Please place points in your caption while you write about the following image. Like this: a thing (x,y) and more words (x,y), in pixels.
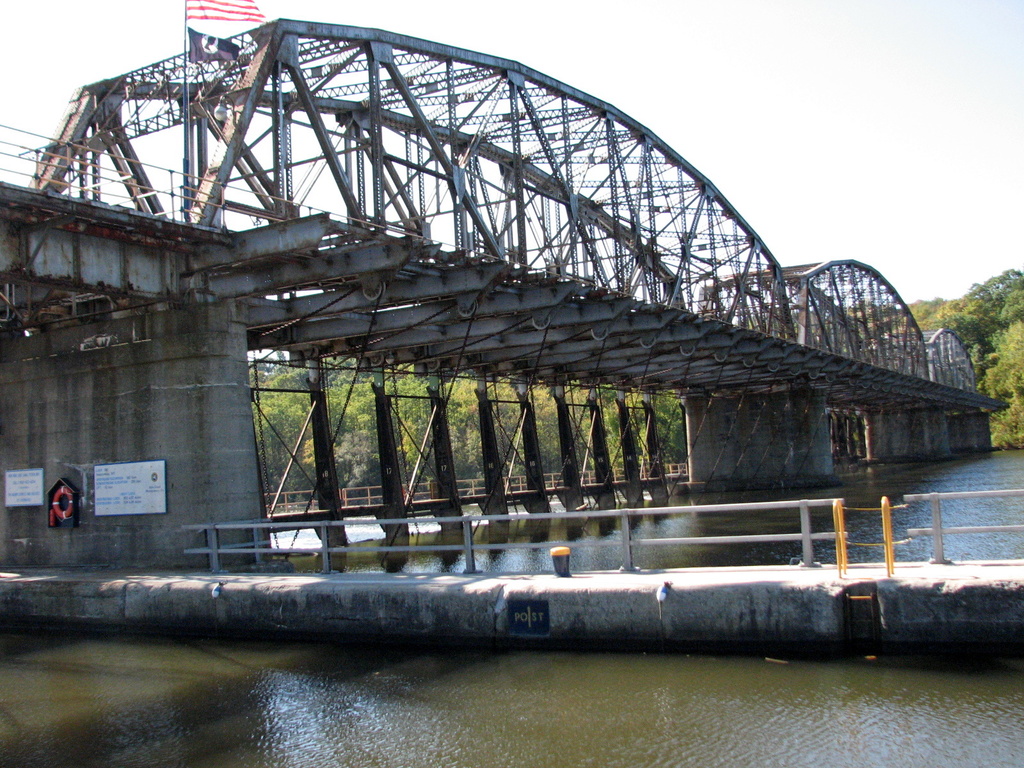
In this image we can see a metal bridge (685,459) placed in water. In the foreground of the image (278,545) we can see a metal barricade (246,550). In the background (1016,357), we can see a group of trees (1016,357) and sky (634,45).
